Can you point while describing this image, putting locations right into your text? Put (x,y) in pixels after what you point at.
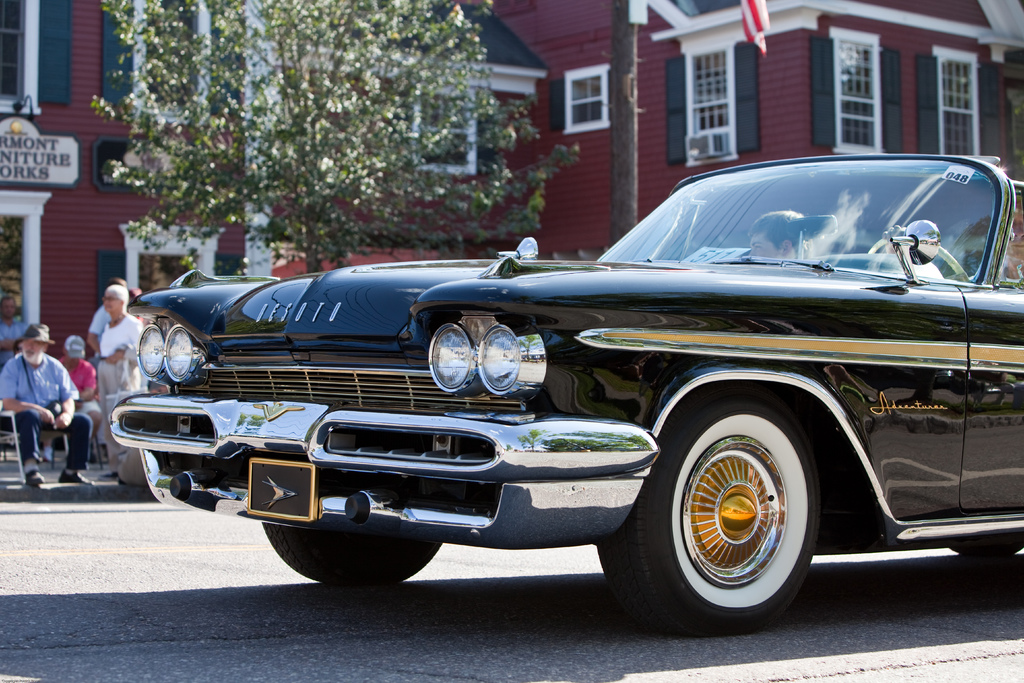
There is one person (786,251) driving a black color car (467,406) as we can see in the middle of this image (493,389). There are some persons (127,333) are present on the left side of this image (100,373). There is one tree (423,185) and a building (555,95) in the background (567,135).
